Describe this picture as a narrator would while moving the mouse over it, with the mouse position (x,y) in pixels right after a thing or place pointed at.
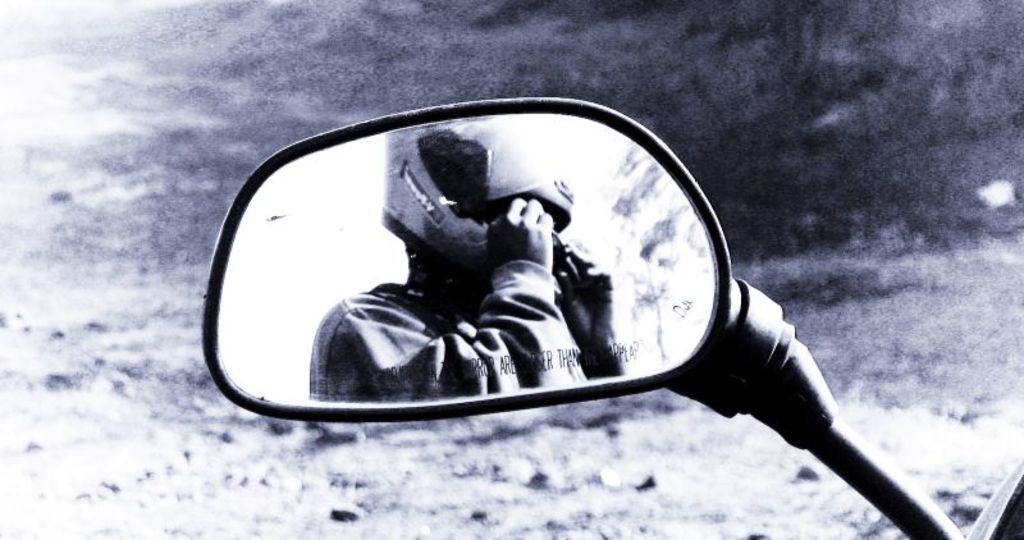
This picture shows a vehicle side mirror (702,312) and we see a reflection (436,294) of a man (485,323) wearing helmet (549,197) in the mirror (443,271).
